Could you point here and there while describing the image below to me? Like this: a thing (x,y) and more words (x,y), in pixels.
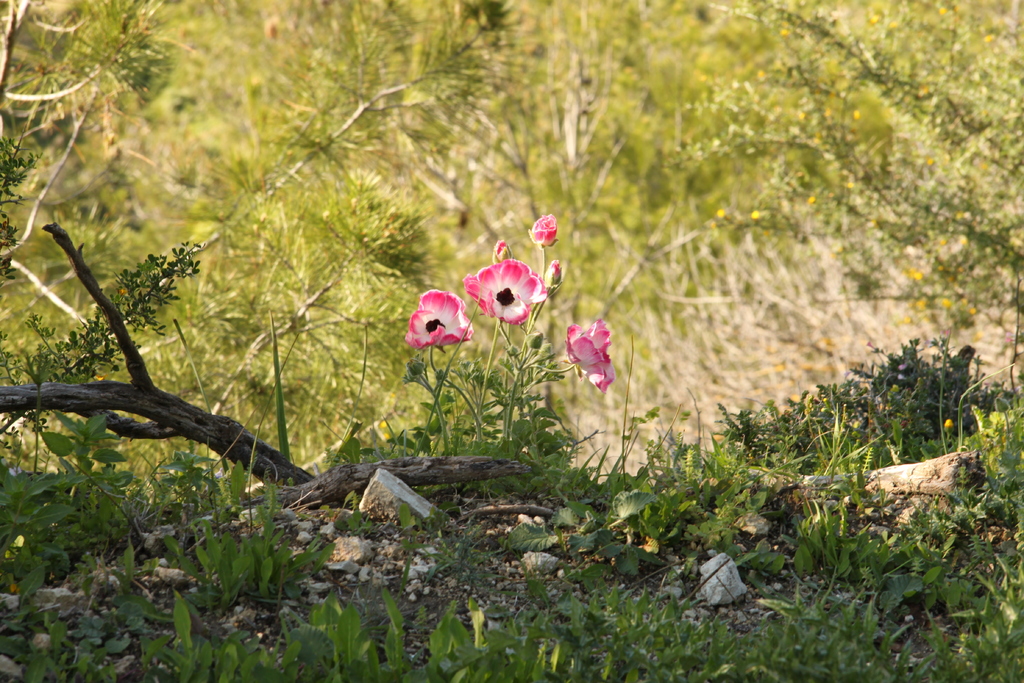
In this image, we can see some plants (809,572). There are flowers (591,363) in the middle of the image (420,327).
